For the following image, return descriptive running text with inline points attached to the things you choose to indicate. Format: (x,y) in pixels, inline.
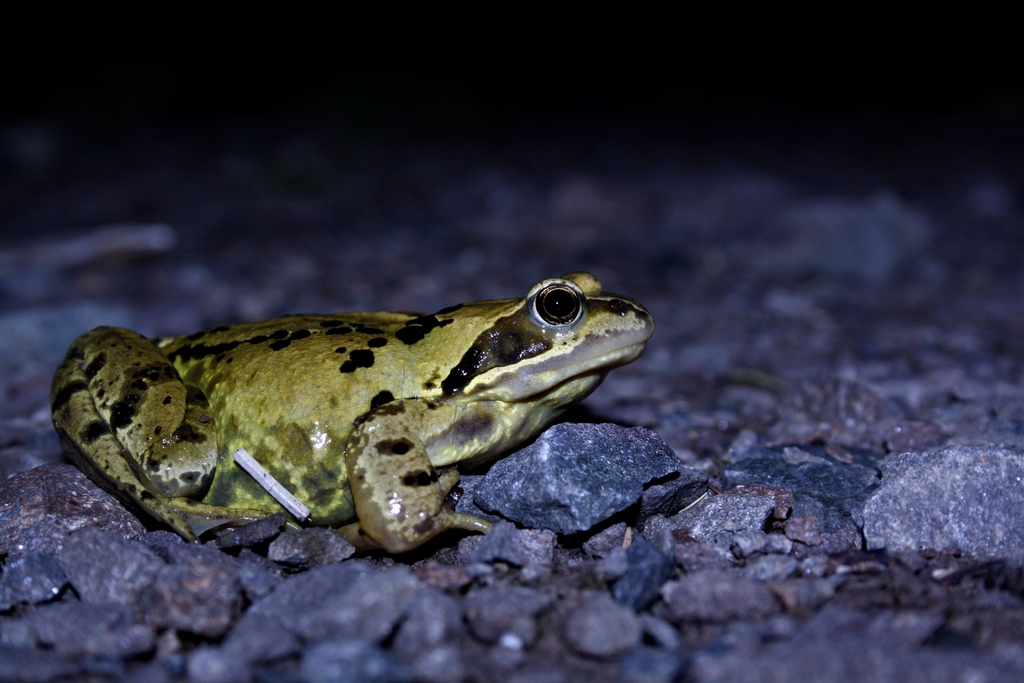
In this image there is a frog (329,373) on the surface (538,267) of rocks (24,541).
